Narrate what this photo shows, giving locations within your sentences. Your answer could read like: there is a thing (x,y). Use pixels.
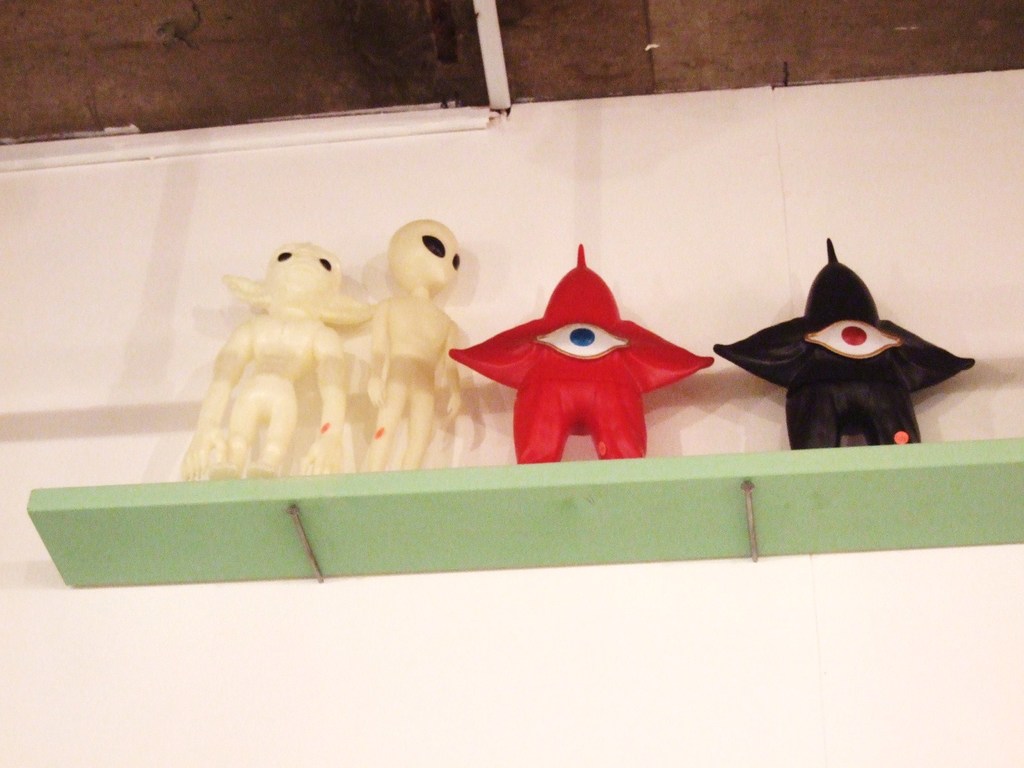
In this picture we can see toys (418,370) on shelf (374,510) and we can see wall (449,169).
